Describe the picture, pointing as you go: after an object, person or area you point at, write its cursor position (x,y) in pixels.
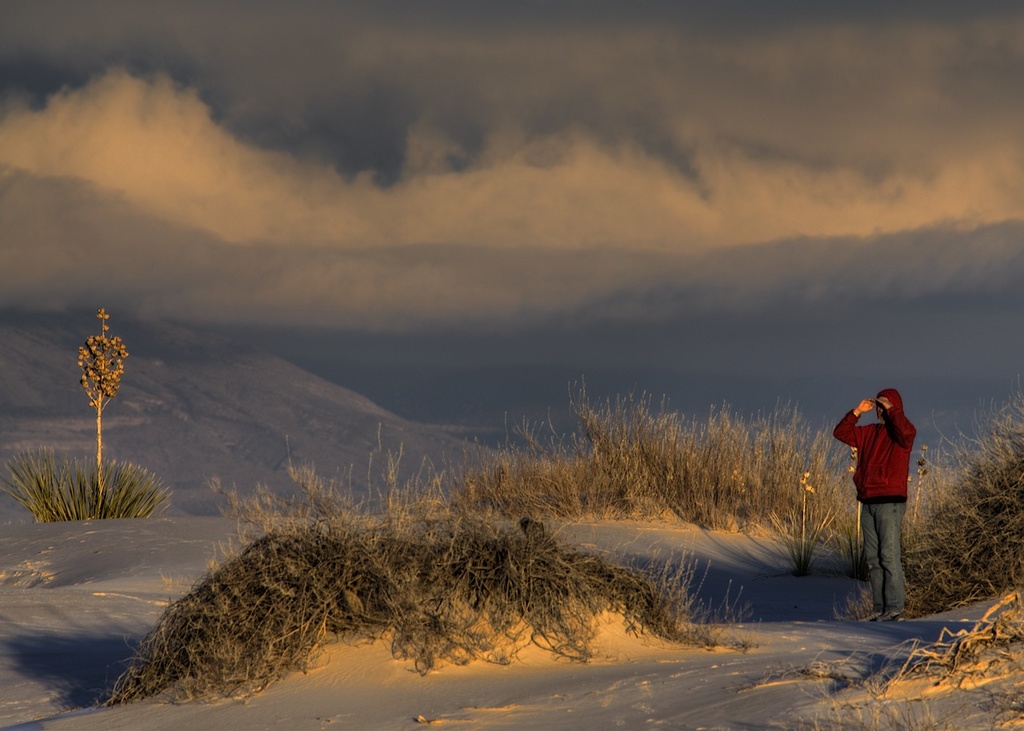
In this image we can see a person (860,407) standing and we can also see plants (520,560) and sky (467,220).
